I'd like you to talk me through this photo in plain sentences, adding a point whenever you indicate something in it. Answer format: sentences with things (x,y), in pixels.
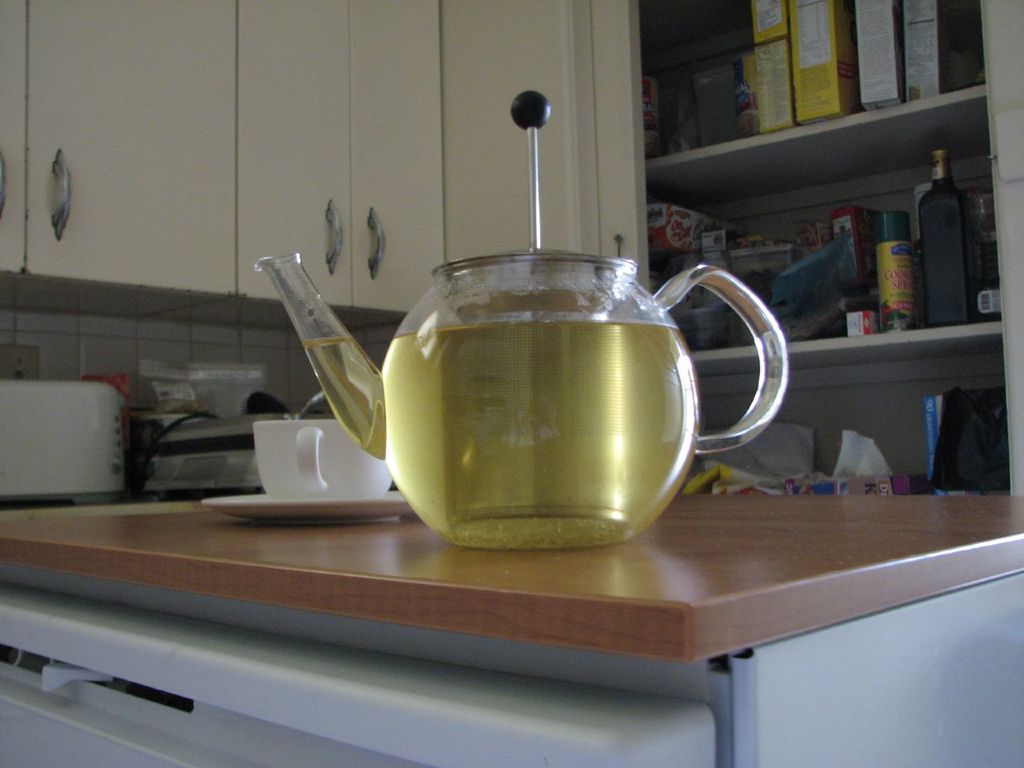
In this image there is a jar (594,429) contain a liquid (540,437), cup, saucer (326,503) kept on the table (396,607), behind it there is a cupboard (355,248), on the right side (869,162) there is a rack (869,162) in which there are packets (806,86), bottles (899,233), other objects (962,402) visible, under the cupboard (405,230) maybe there is a cooker (164,442), cable cord (173,418).
